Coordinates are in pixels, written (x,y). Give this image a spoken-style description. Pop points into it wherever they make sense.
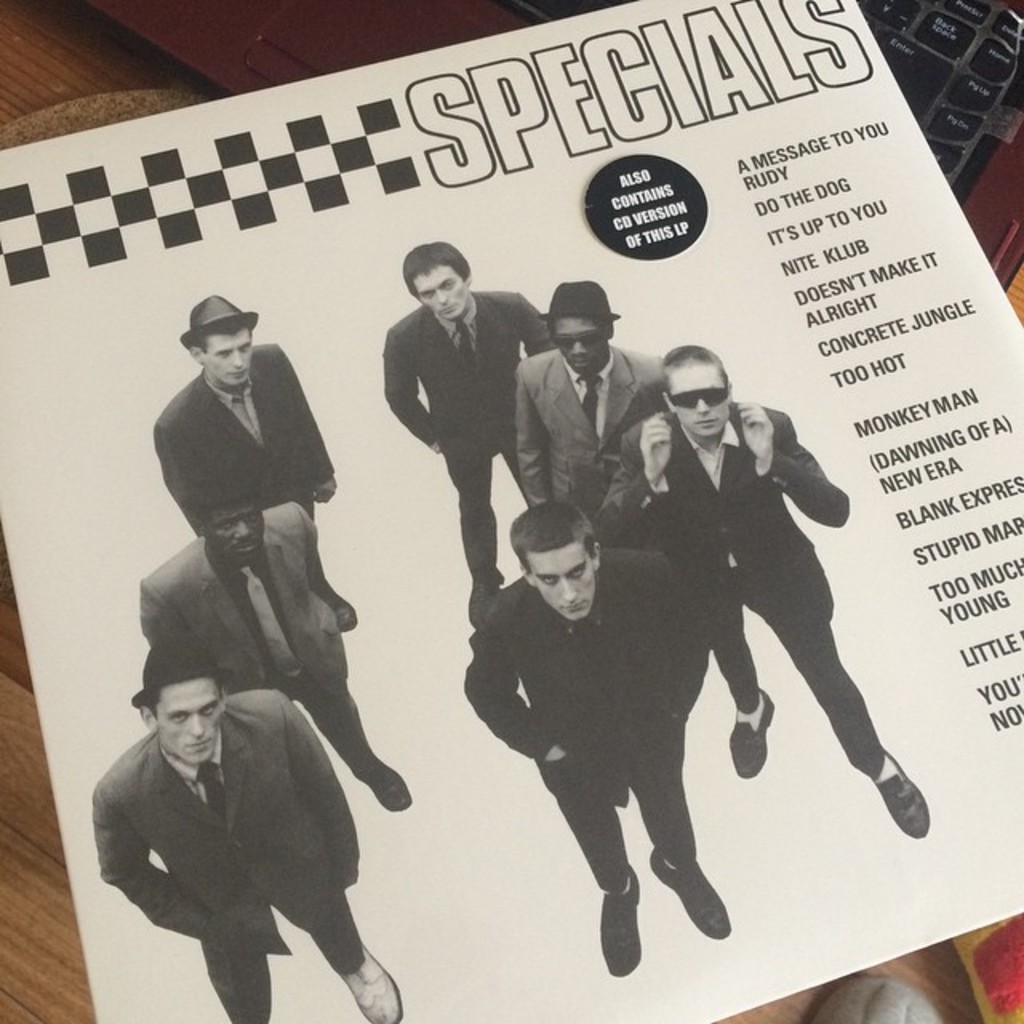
In this image, there is a paper (289,524) where people (580,755) are printed on it and also some text (879,283) is printed on the paper (890,249). This paper (792,65) is placed on the wooden surface (961,98).
